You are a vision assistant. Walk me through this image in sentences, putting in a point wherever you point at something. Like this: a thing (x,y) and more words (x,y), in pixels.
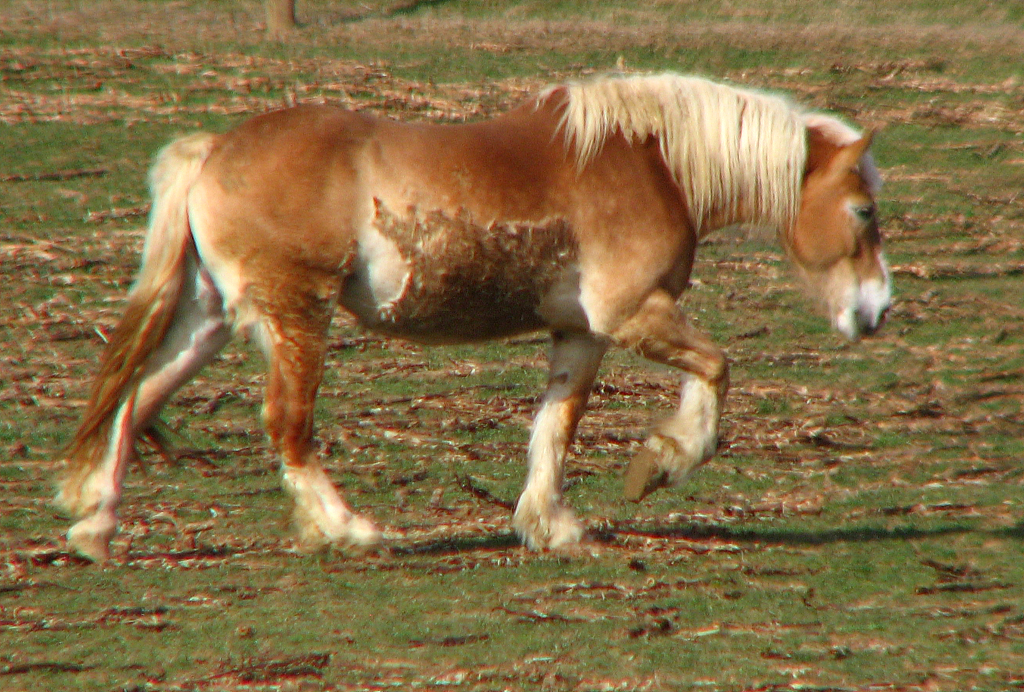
In the middle of the picture (654,313) we can see a horse (412,242). In this picture we can see grass (954,307) and dry leaves (15,112). At the top (424,22) we can see grass (248,19) and trunk (285,10) of a tree (280,22).
